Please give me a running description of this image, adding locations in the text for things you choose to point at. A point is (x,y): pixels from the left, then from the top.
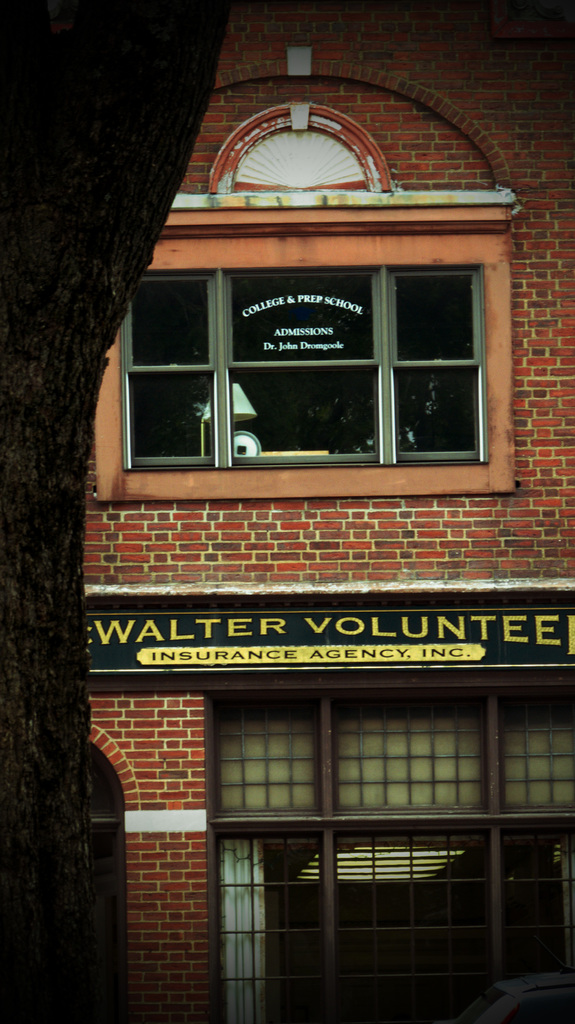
In this picture I can see glass windows (304,457). I can see the board (367,664).
